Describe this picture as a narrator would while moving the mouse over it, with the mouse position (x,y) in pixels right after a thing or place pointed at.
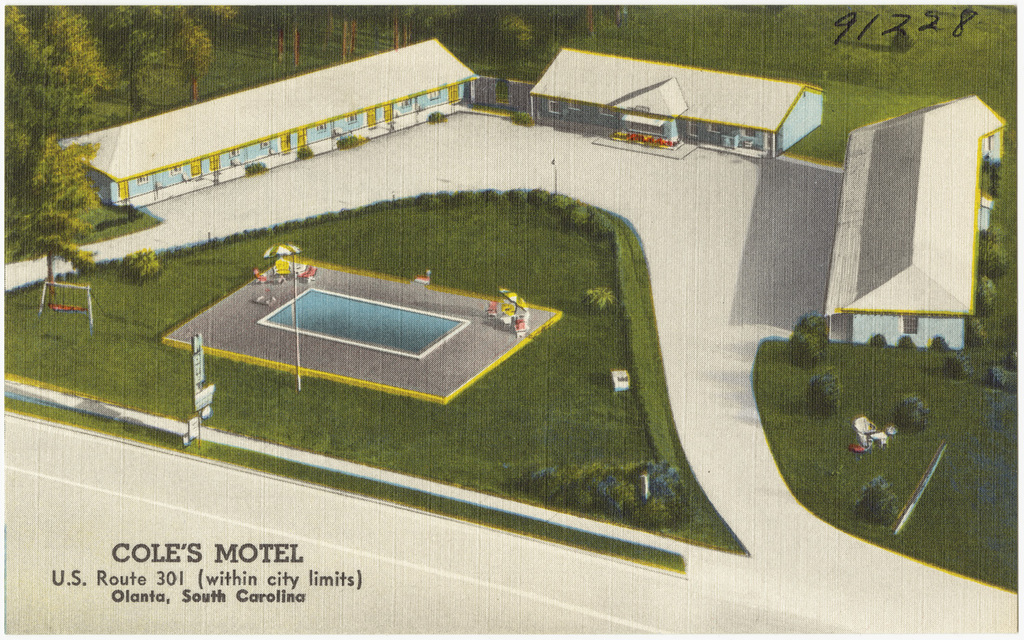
This is an animated image, we can see swimming pool (271,318), grassy land (184,282), trees (71,241) and some buildings (288,127) in the middle of this image (547,402). There are some trees (96,52) in the background (451,37) and there is a text (220,547) at the bottom of this image (289,592).
